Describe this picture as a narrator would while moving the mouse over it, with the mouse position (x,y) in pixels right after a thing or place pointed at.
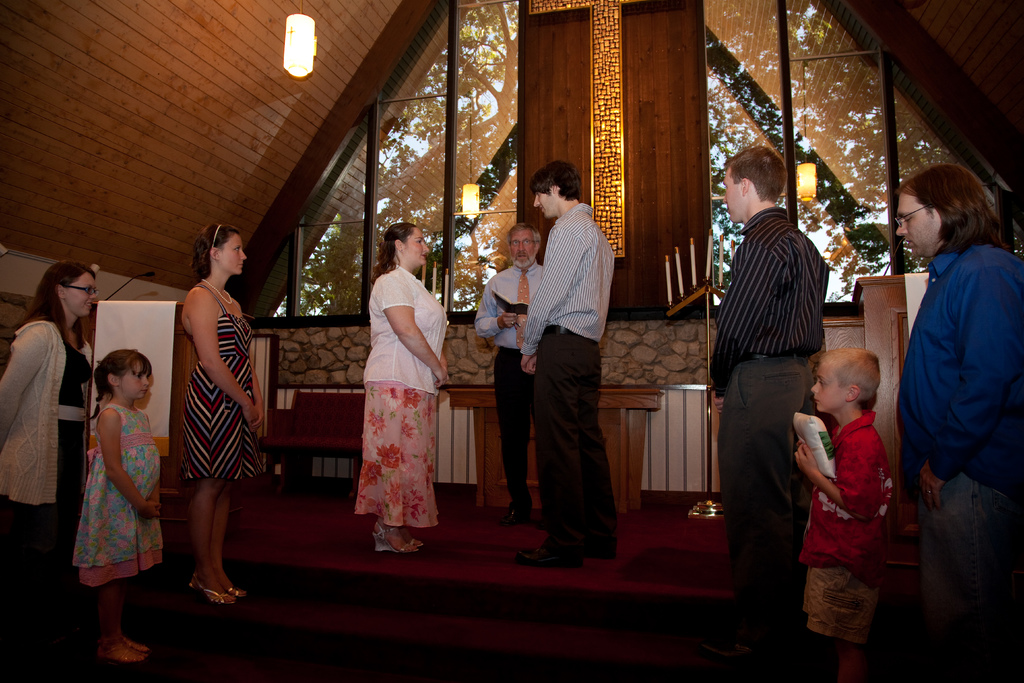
In this image we can see some people (413,463) standing on the floor (509,534). We can also see a man (521,445) holding a book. On the right side (828,630) we can see a child (846,639) holding a cover (821,445). On the backside (244,86) we can see a roof (223,155), ceiling lights (303,78), glass (417,145), candles (693,273) to a stand (705,292), mic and a wall (336,348).
